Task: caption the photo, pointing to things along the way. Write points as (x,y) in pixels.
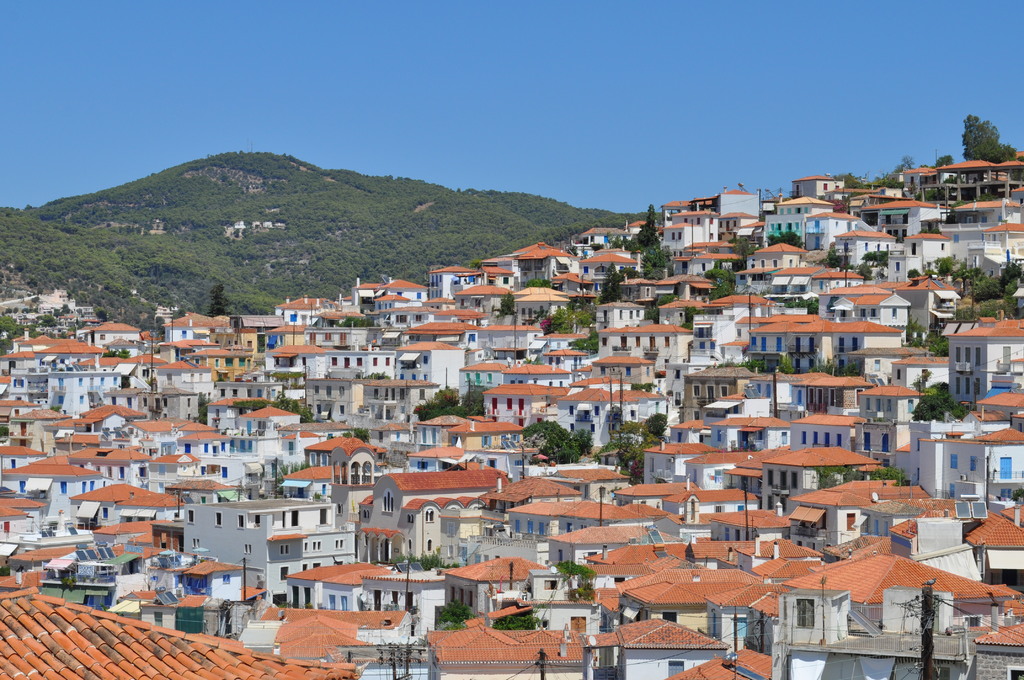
In this picture I can see there are some buildings (519,459) here and there is a mountain (241,303) here and the sky (180,136) is clear.
